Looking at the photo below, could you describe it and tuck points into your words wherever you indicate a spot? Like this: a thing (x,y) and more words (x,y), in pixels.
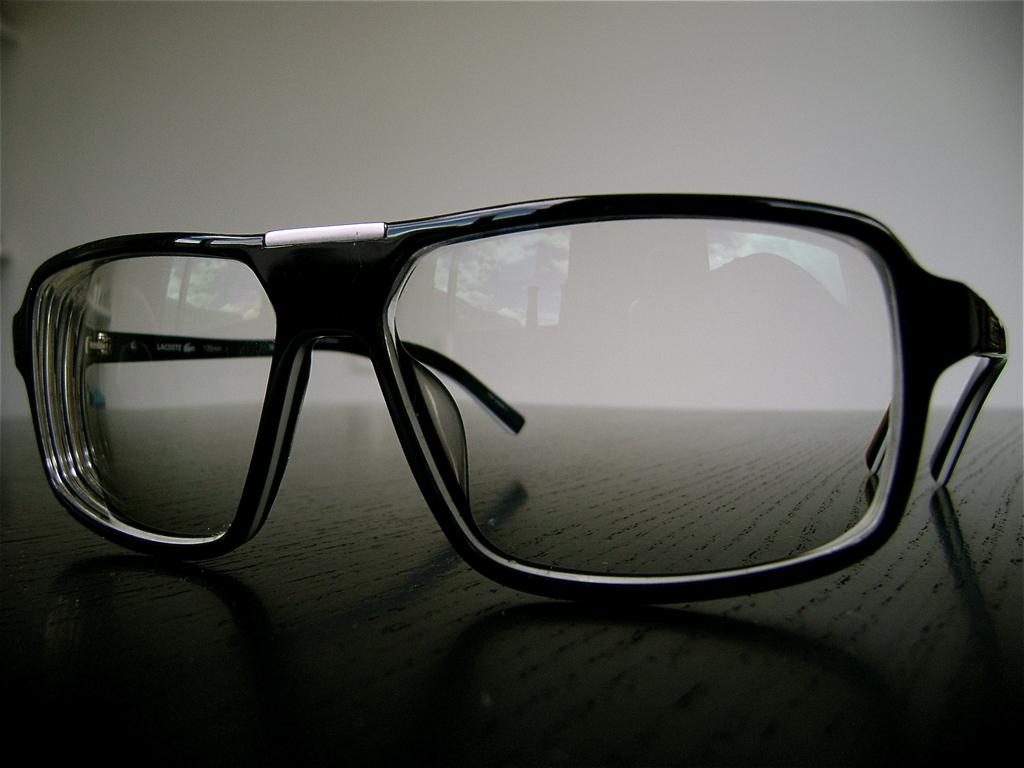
We can see spectacle (382,242) on the surface (351,549). In the background (615,63) it is ash color.
